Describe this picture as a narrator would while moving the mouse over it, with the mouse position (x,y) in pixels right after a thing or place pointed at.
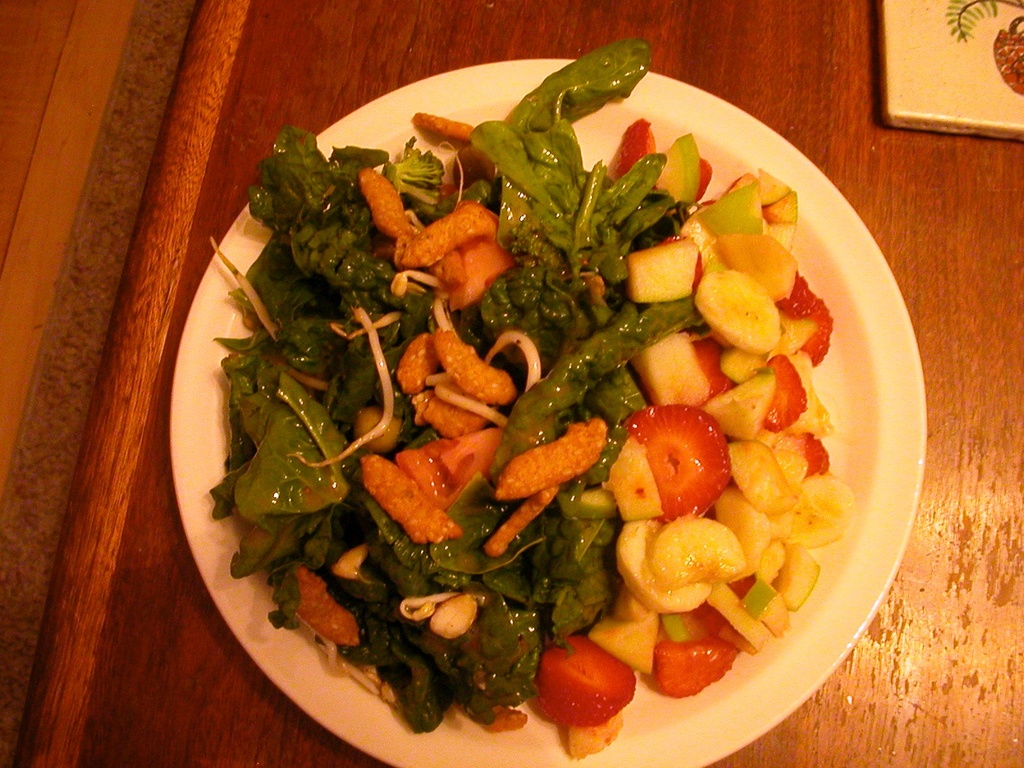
In this image I can see a brown colored table (562,34) and on it I can see a plate (920,446) and in the plate (885,355) I can see a food item (544,399) which is green, orange, red and cream in color. To the top right of the image (891,89) I can see an object (900,84) which is white, red and green in color.
